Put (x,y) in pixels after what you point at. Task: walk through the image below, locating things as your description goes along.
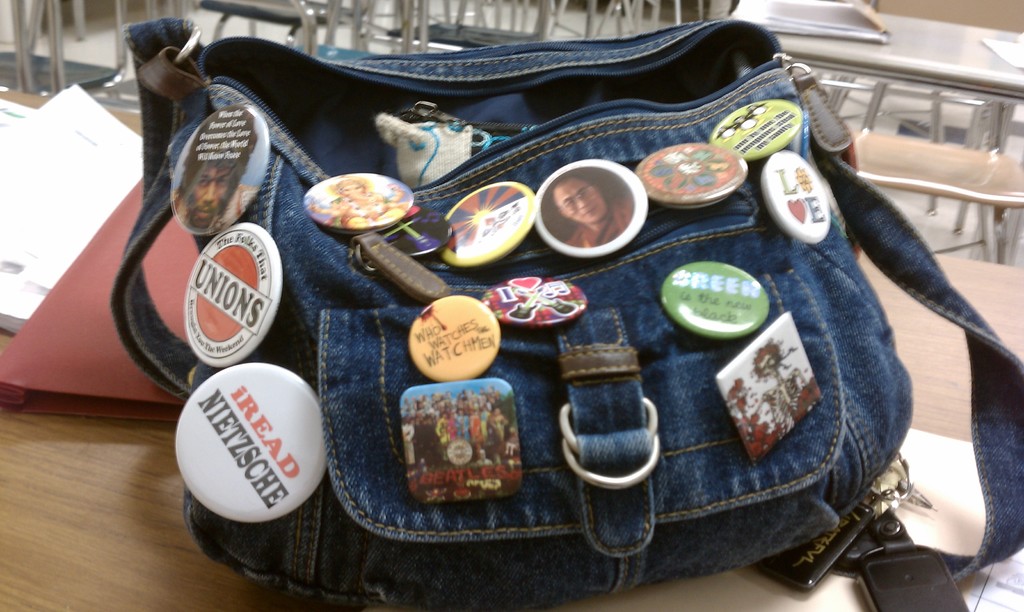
This picture shows a book (189,238) and a bag (217,368) with some badges (201,207) on it on the table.
